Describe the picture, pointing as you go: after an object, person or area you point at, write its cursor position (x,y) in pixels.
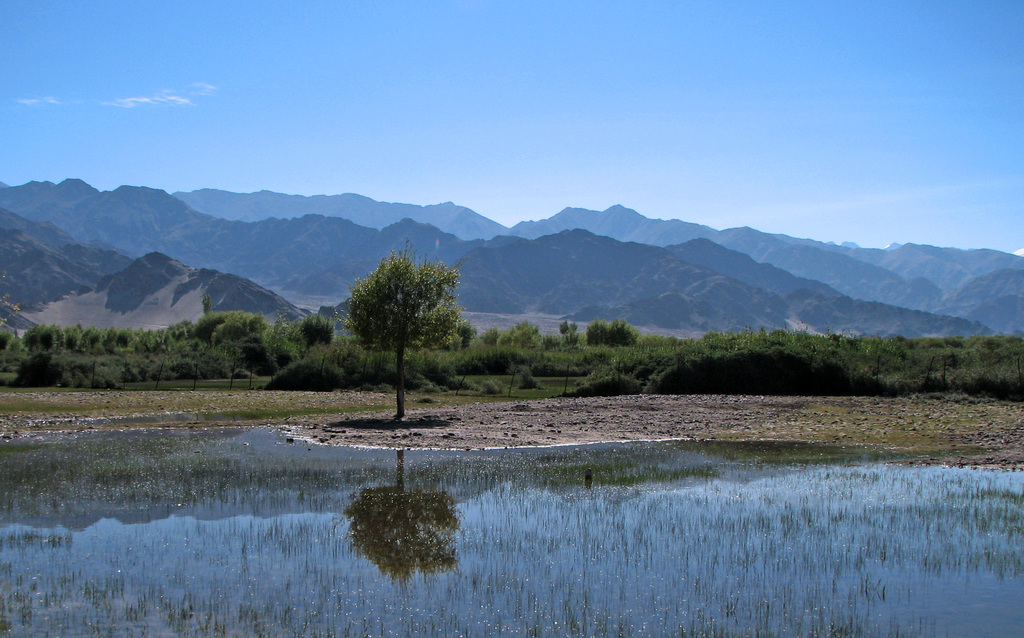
In this picture there are mountains (1023,281) and trees (698,355). At the top (583,71) there is sky (692,47). At the bottom (191,442) there is ground (545,400) and there is water (642,499) and there is grass (687,542).
